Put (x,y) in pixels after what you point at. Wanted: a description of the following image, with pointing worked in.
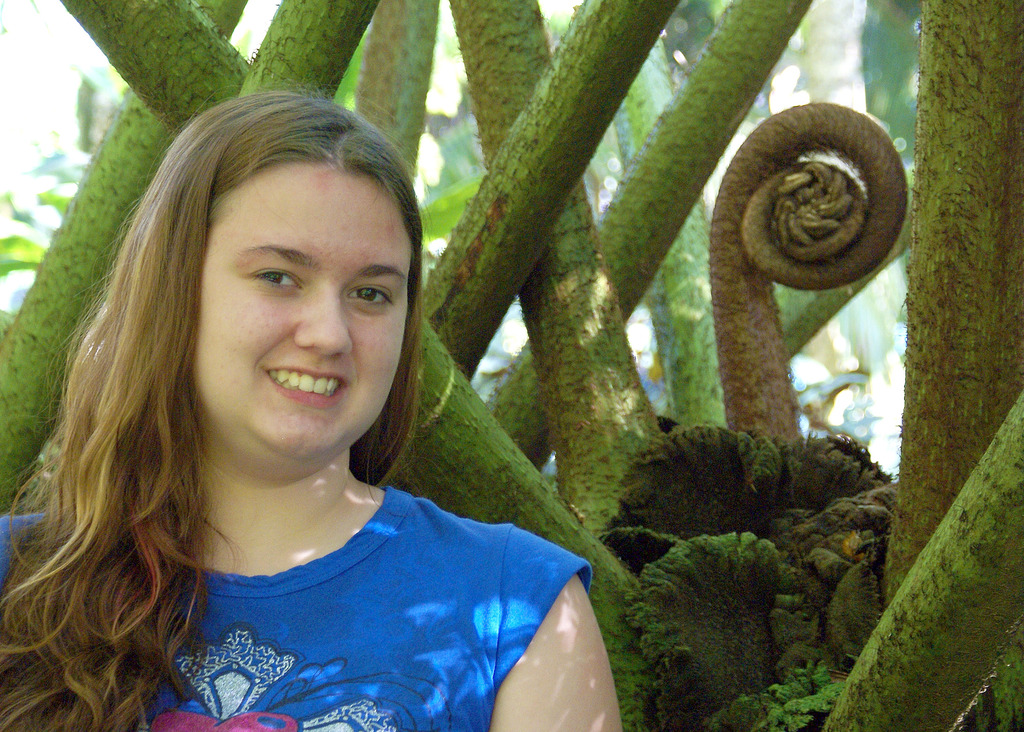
In this image we can see a woman (200,487) wearing blue dress (224,628). In the background (1010,115), we can see group of plants (750,146).
